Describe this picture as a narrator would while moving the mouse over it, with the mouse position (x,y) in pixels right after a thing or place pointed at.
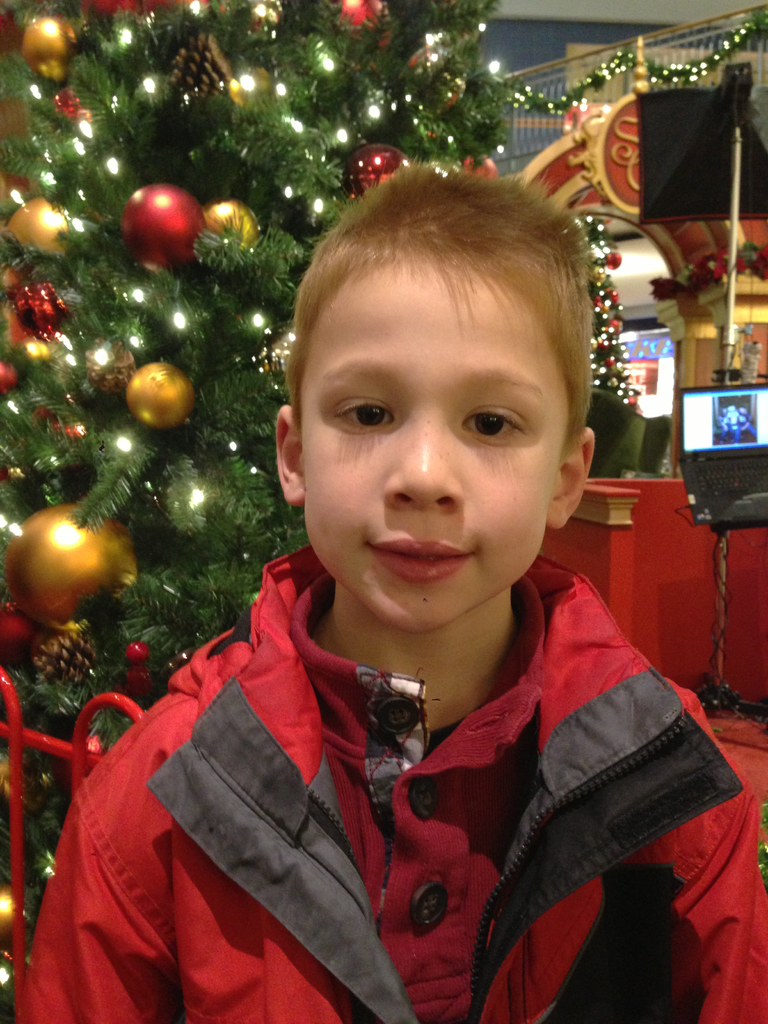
In this image we can see a boy (462,428). In the background (48,442) we can see Christmas trees (335,211), laptop (759,397), railing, pillar (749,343), lights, and other objects (608,402).
